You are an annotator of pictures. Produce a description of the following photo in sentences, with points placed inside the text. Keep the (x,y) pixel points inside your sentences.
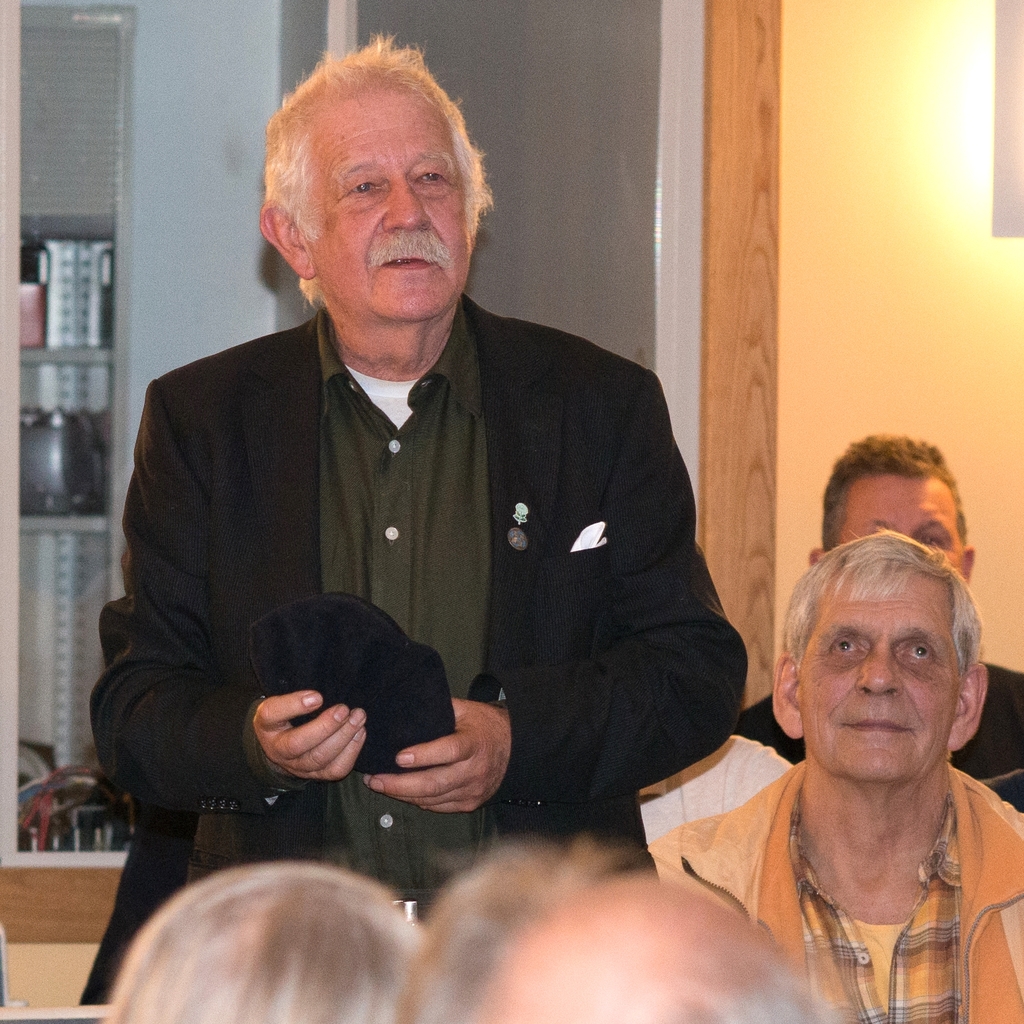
In this picture we can see a man (563,804) is standing and some people (549,913) sitting. Behind the people (425,452) there are some objects (96,361) and a wall (884,204).
